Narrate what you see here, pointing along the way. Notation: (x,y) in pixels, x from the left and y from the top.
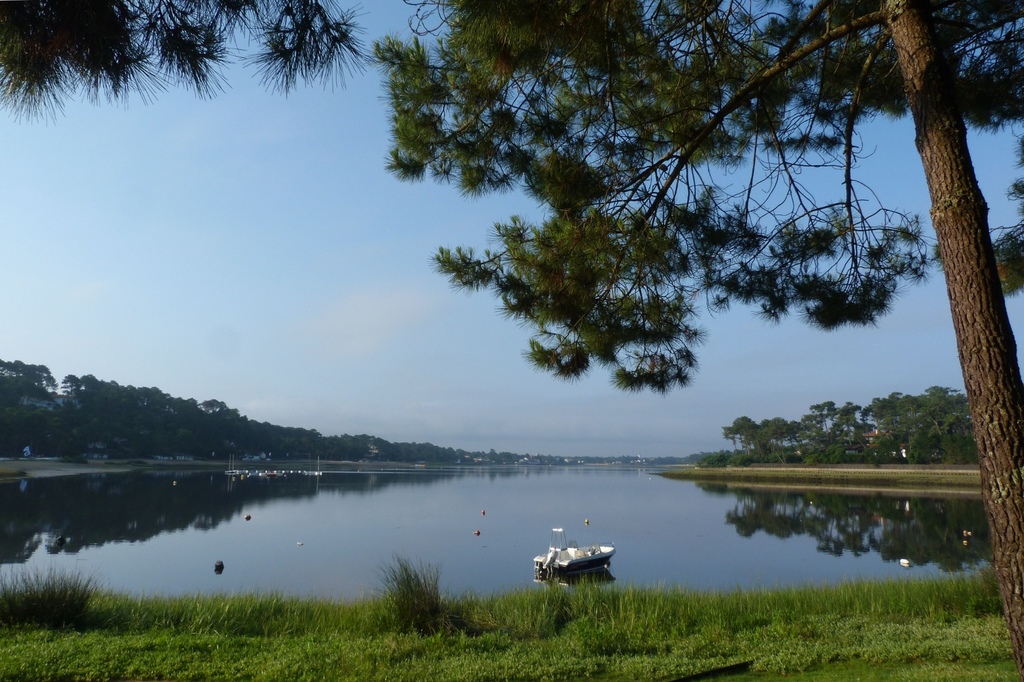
In the center of the image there is a boat (581,567). There is water (443,510). At the bottom of the image (493,626) there is grass (423,617). In the background of the image (238,443) there are many trees (54,433).
